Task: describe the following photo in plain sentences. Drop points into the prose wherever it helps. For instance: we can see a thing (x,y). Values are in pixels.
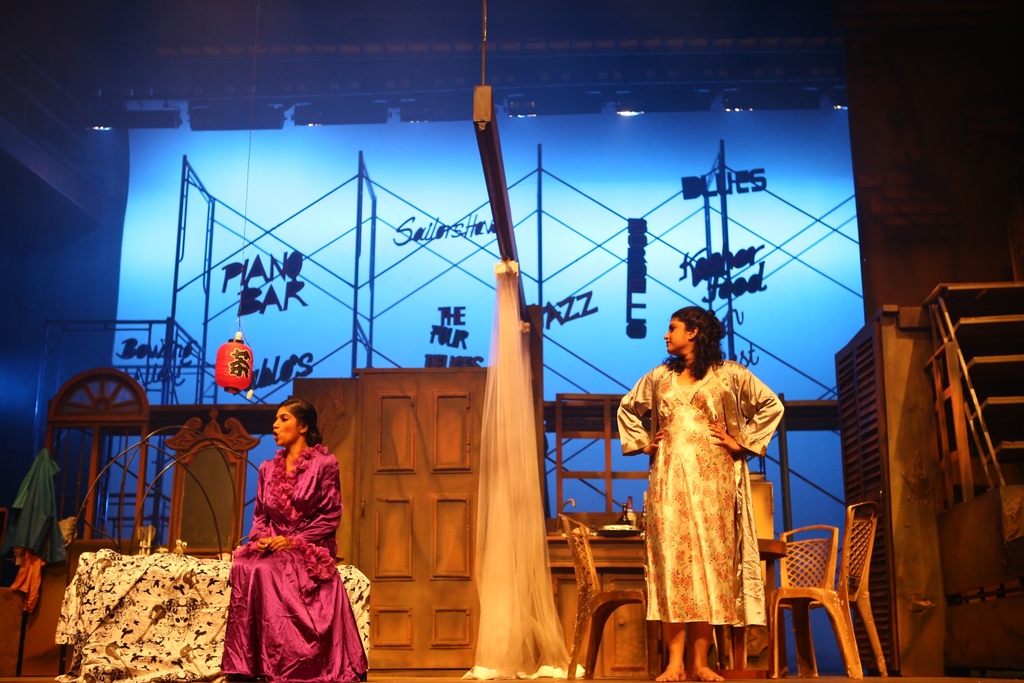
In this image I can see on the right side (698,554) a woman (681,568) is standing. There are chairs (797,613), on the left side (295,486) a woman (260,550) is sitting and shouting. In the middle (399,441) it looks like a door (404,448), at the back side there is the screen (439,292).
